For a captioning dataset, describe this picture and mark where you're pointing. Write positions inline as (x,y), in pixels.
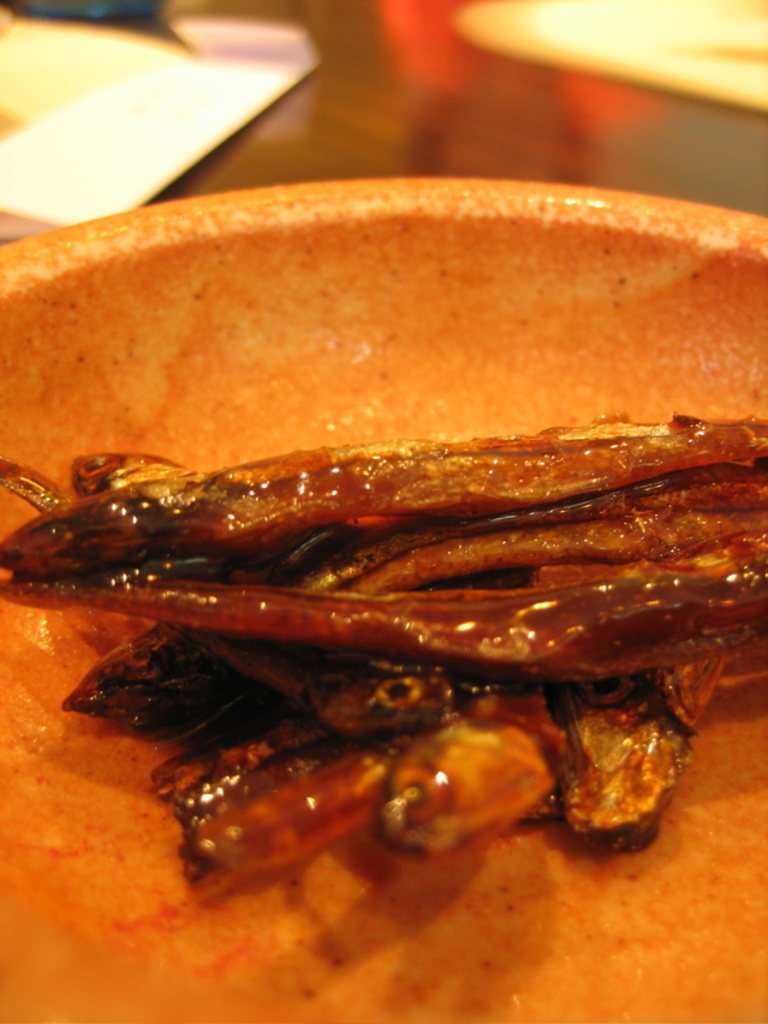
In this image there is a table (610,131) and we can see a plate (541,355) containing food (336,514) and papers (220,67) placed on the table (423,142).
